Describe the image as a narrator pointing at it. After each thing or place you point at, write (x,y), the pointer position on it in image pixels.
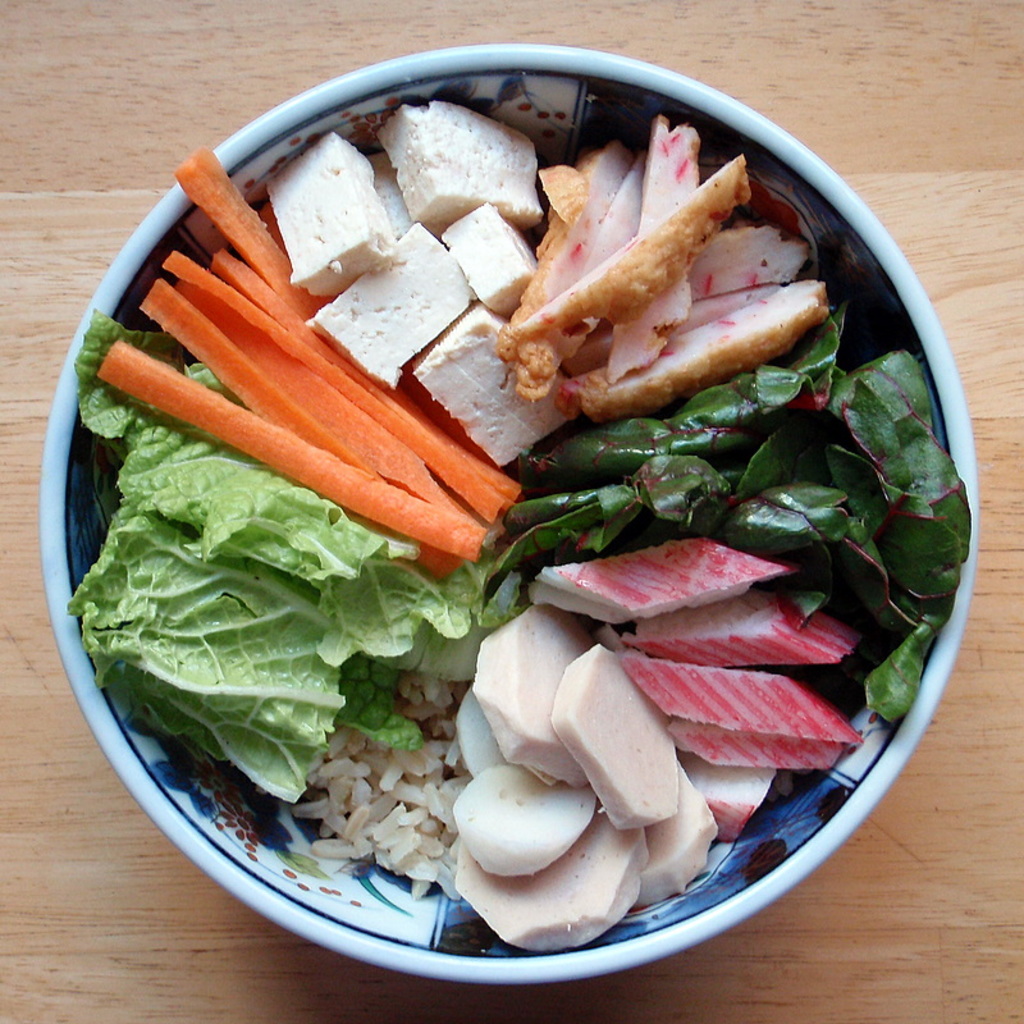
In this image we can see vegetables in bowl (553,86) placed on the table (18,572).
